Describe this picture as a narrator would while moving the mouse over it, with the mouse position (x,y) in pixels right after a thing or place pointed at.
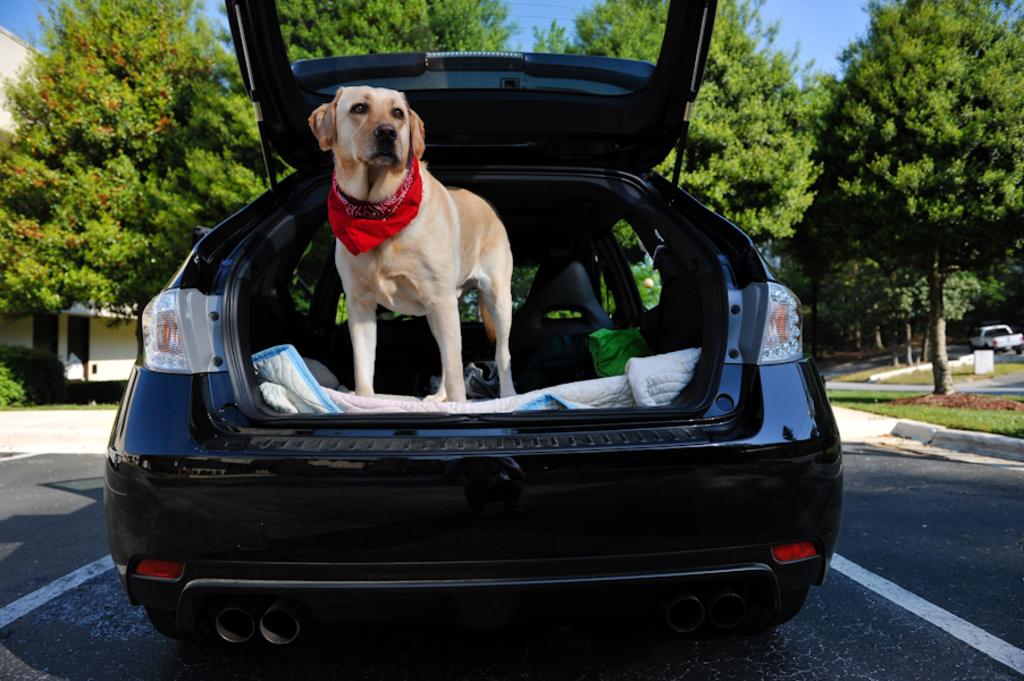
Here we can see a dog (501,324) standing in the car (403,369) with the back door (263,24) open and behind them we can see trees (184,96) present, we can see a house (87,326) and we can see a vehicle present on the road (912,386).
